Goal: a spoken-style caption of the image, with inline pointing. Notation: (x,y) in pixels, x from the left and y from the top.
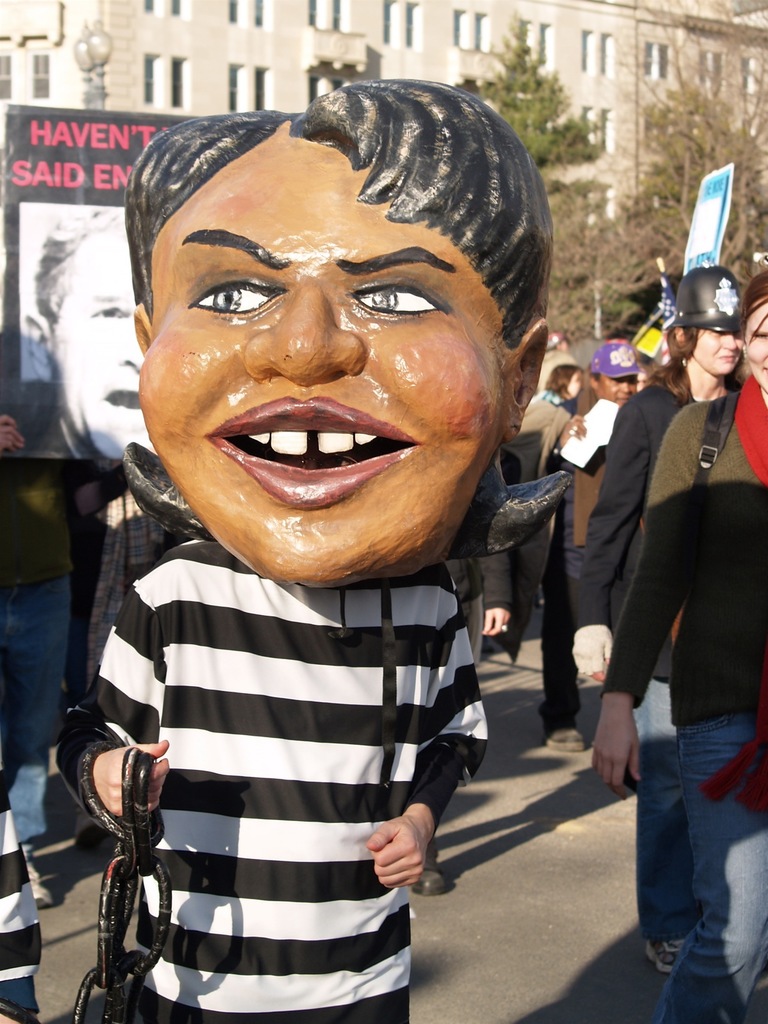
In front of the image there is a person (245,742) holding an object (146,867) in his hand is wearing a mask (277,291) on his face (253,524), behind him there are a few other people (554,411) holding placards (120,288) in their hands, behind them there are lamp posts (89,68), trees (706,174) and buildings (197,70).
